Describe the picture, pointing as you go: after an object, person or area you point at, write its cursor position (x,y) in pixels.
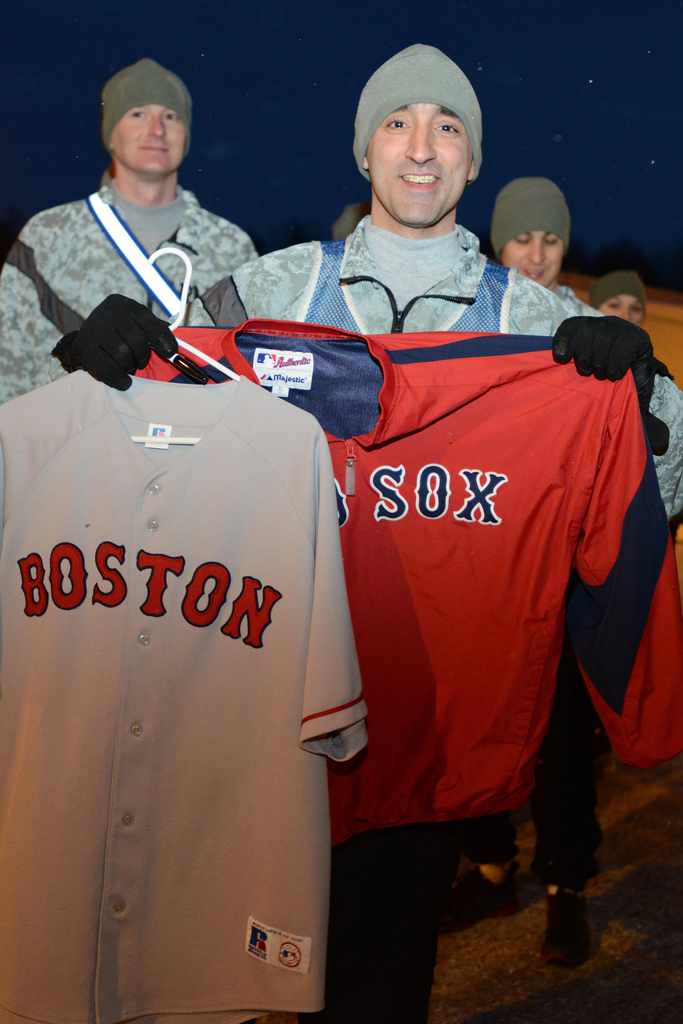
In the image we can see there are people (371,312) standing and they are holding t shirts (272,672) in their hand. They are wearing caps (427,64).
